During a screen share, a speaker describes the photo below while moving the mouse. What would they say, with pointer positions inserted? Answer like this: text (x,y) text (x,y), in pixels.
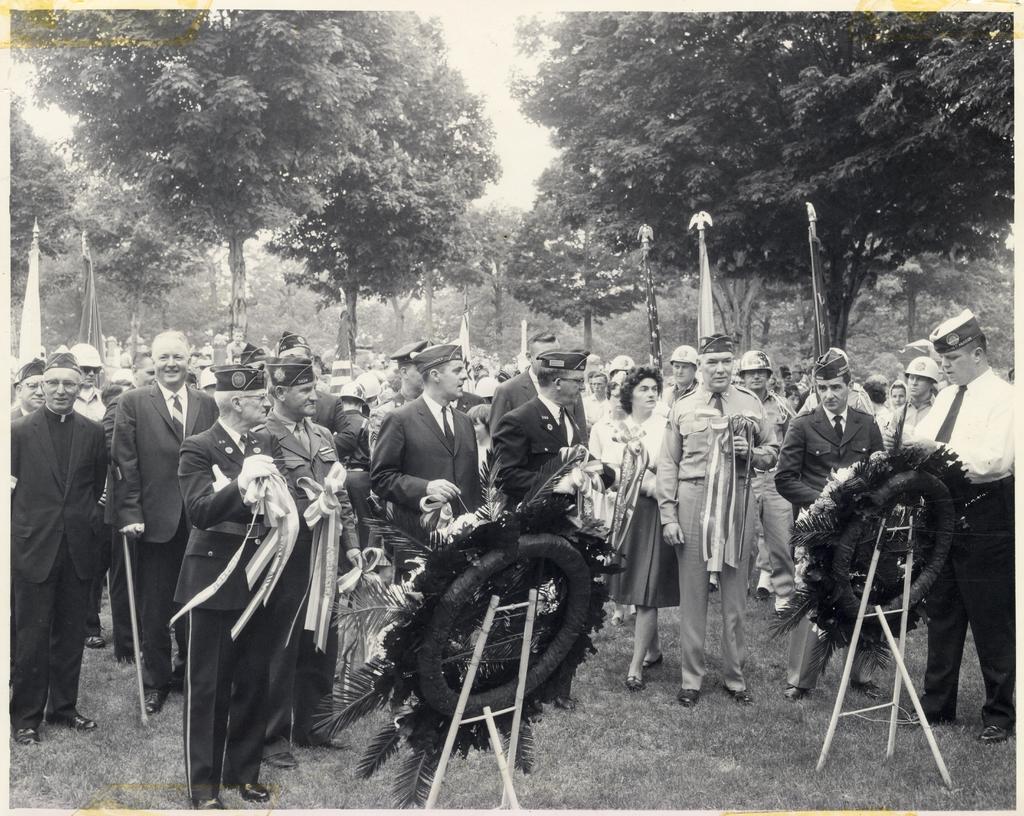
This picture shows few people (826,447) standing and we see trees (587,211) and we see couple of garlands (849,609) to the stands (880,545) and we see few people (701,372) wore caps (365,387) on their heads (382,392) and few of them holding flags (651,272) in their hands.
